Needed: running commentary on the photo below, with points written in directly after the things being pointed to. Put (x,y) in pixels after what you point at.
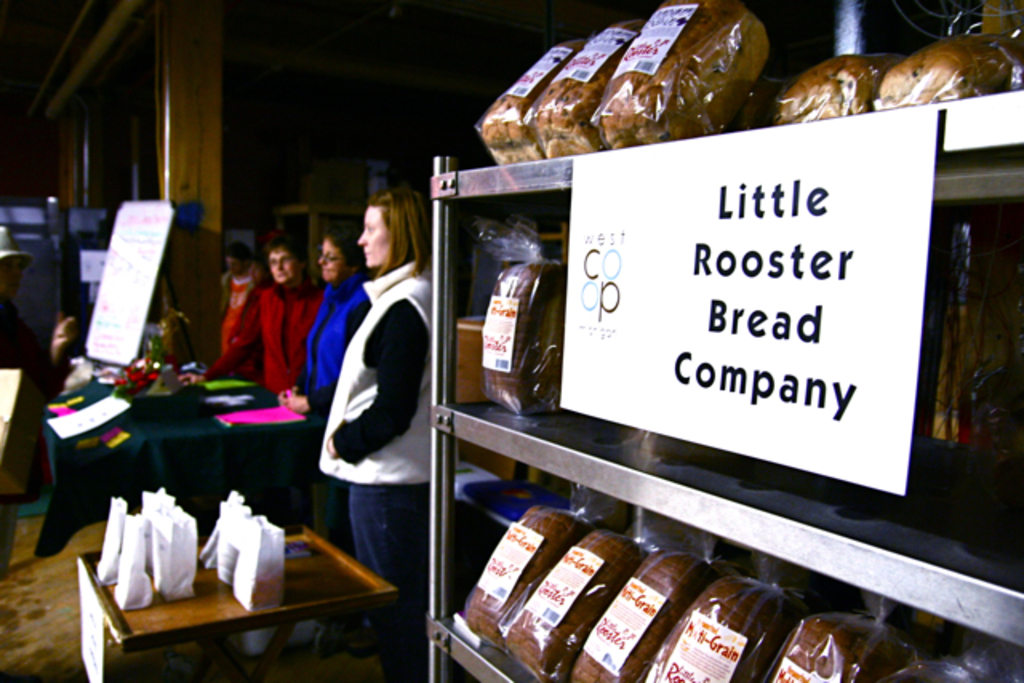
There are so many women (270,330) standing in front of table (254,389) with notice board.
